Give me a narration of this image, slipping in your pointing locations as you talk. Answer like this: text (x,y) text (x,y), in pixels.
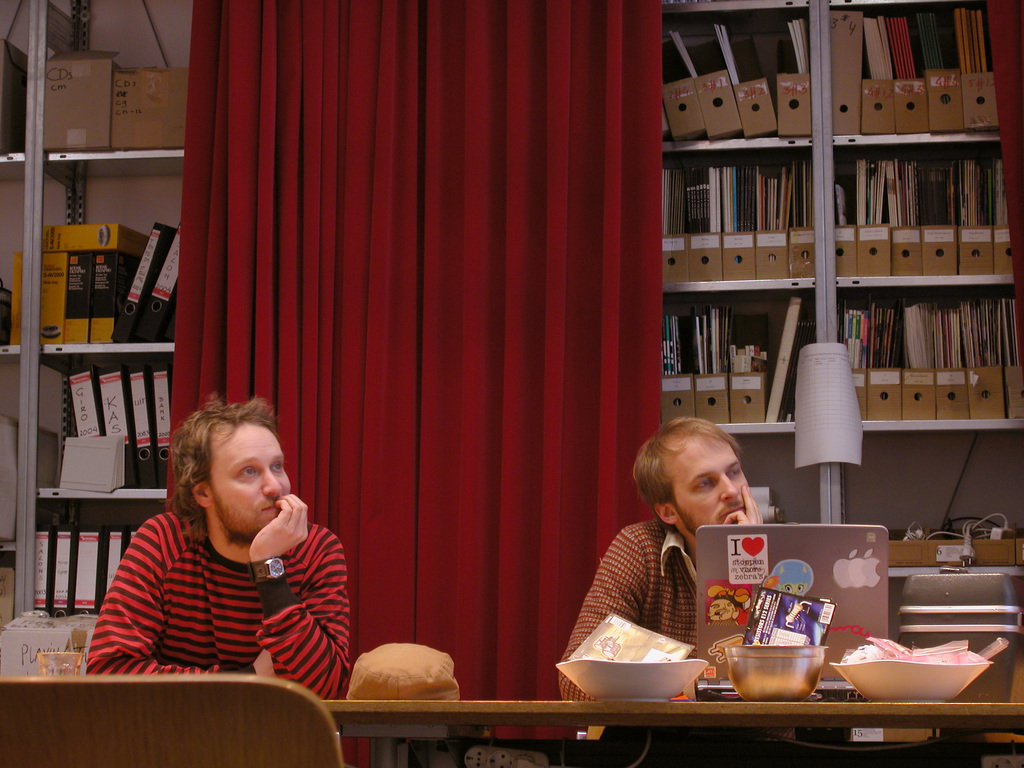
In this image we can see two men (182,536) sitting on the chairs (233,674) and a table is placed in front of them. On the table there are bowls (758,653), laptop (734,606) and a paper carton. In the background (951,240) we can see files (947,247) and books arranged in rows and a curtain (193,190).
